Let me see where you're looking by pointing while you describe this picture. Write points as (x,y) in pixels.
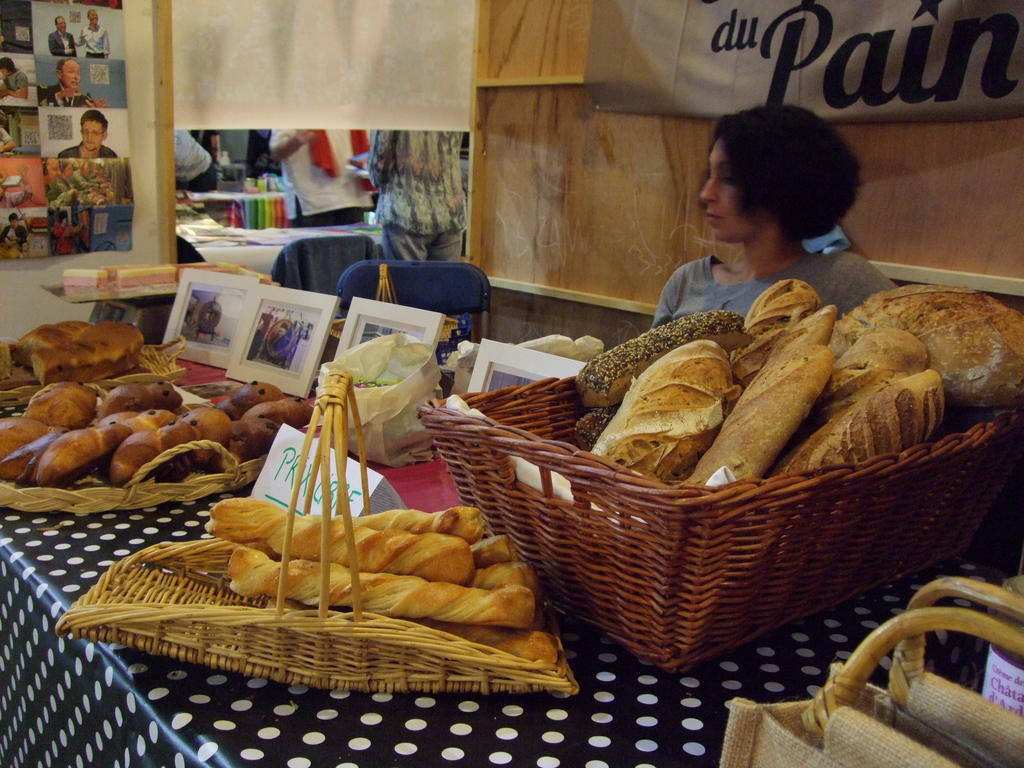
On this table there are baskets (585,571), pictures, bags (917,717) and food (671,468). Beside this table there is a person (720,198). Here we can see banners (789,15), chairs (347,265) and people (304,163). Poster (89,186) is on the wall (137,147).
